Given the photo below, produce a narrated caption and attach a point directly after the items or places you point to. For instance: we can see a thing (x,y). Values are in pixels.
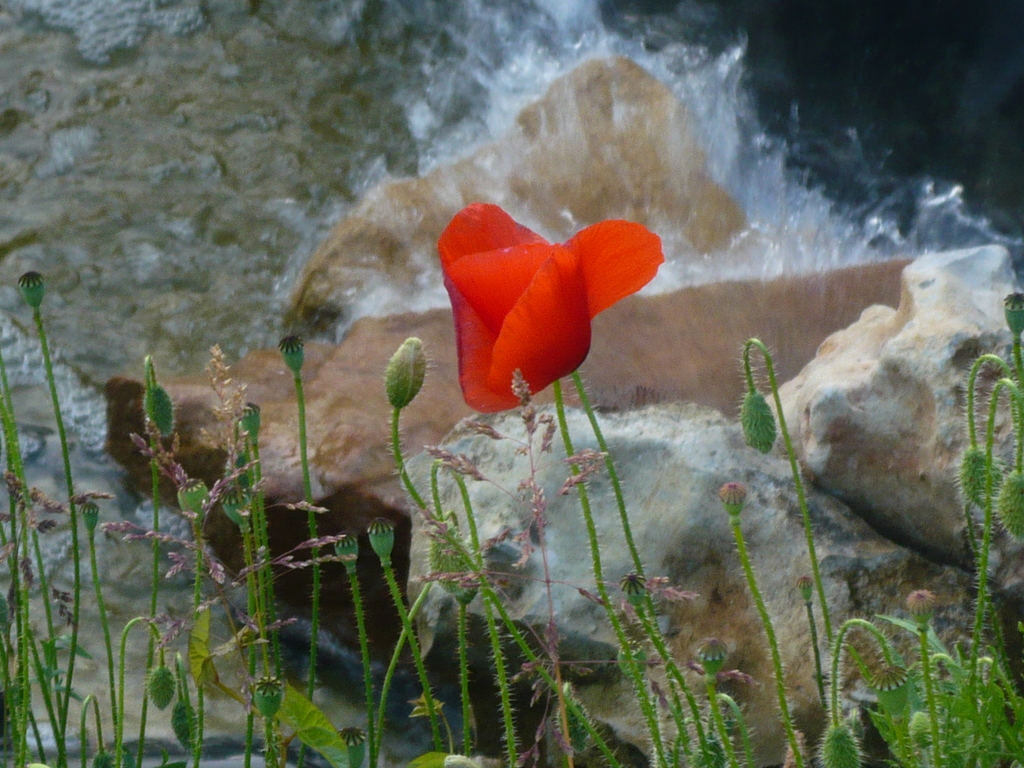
In this picture we can see plants (939,649) and a flower (503,369) in the front (503,368), in the background (767,220) we can see a stone (577,157) and water (873,110).
